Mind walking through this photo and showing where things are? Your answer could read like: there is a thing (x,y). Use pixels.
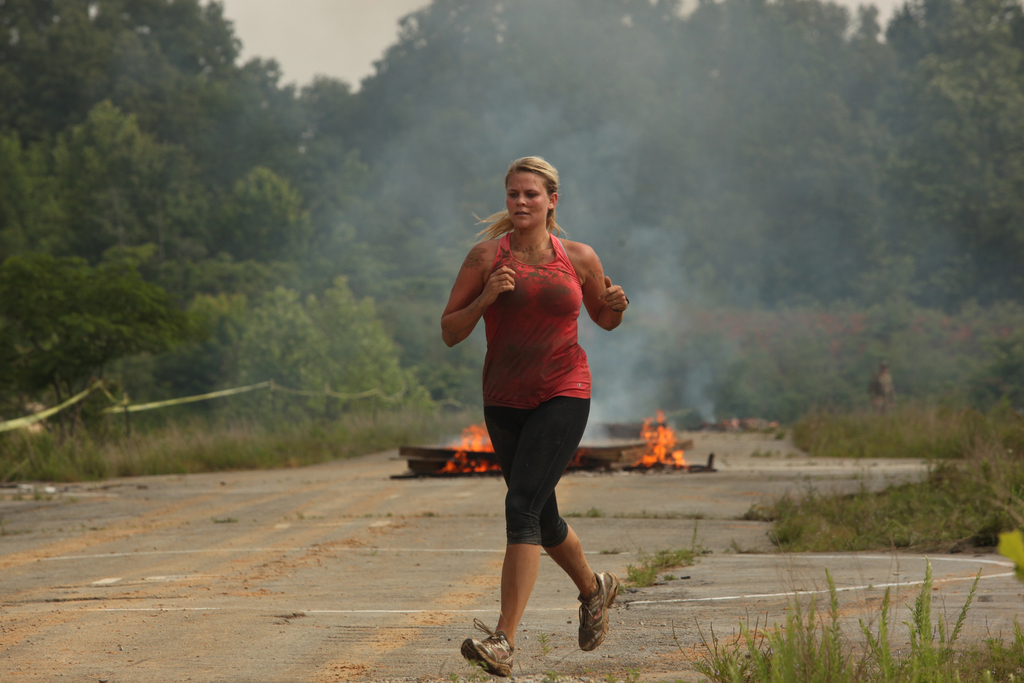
In this picture we can see a woman (517,327) running on the ground (49,565) and at the back of her we can see trees (120,216), fire (653,434) and some objects (448,458) and in the background (311,19) we can see the sky (321,32).
